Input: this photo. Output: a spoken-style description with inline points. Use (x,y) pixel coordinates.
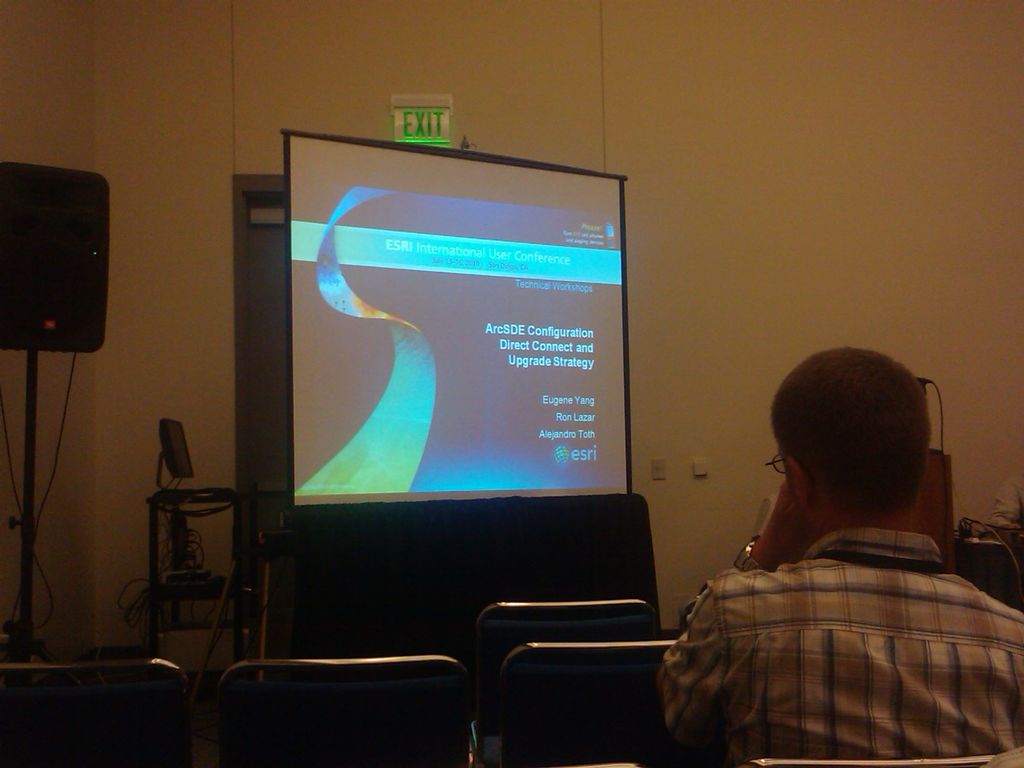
In this image we can see a screen (451,355), stand (161,503), wires (137,607), chairs (334,703), board (413,131) and wall (385,52). In the right bottom of the image (899,681), we can see a man (862,668) is sitting. There is one more person (1011,495) on the right side of the image (1009,508).
